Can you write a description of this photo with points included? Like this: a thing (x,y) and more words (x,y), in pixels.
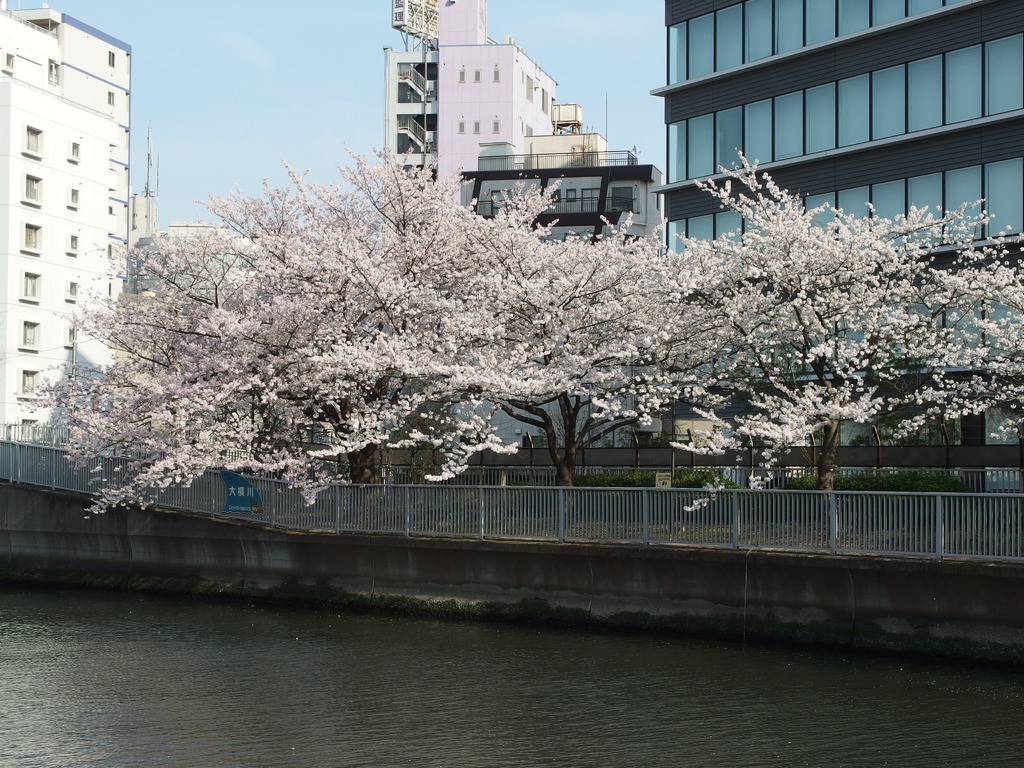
In this image there is a river (270,659), behind the river (402,668) there is a railing (107,469), behind the railing (385,518) there are trees (413,289) and buildings (407,140). In the background (287,88) there is the sky (272,76).
